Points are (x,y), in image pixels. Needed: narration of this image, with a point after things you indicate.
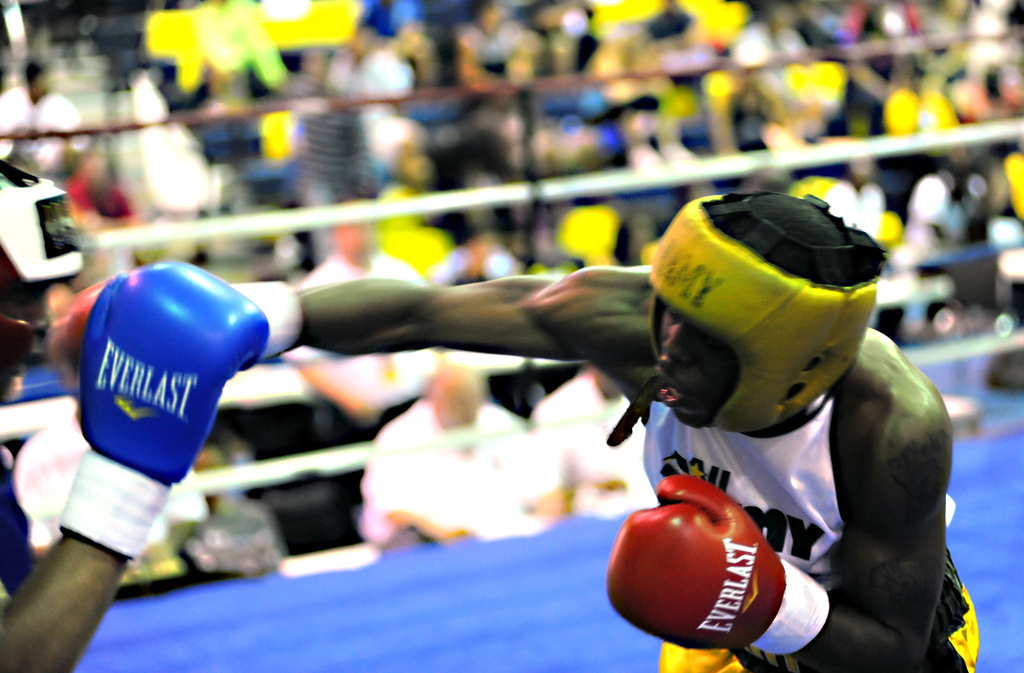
In this image, we can see a few people (483,423). We can see the boxing ring (489,361) and the background (393,505) is blurred.
